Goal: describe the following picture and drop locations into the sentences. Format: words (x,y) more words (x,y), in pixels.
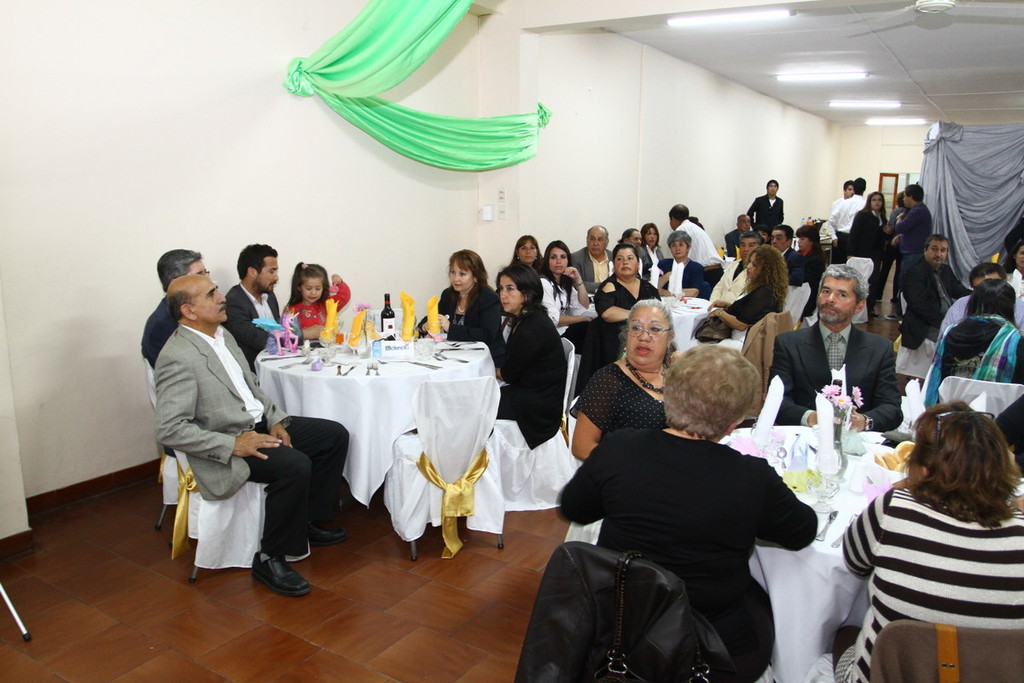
As we can see in the image there is a white color wall (87,184), few people (447,304) sitting on chairs (488,437) and there are tables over here and on tables (434,366) there are bottles (392,329), posters (396,348), forks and a white color cloth (397,399).
